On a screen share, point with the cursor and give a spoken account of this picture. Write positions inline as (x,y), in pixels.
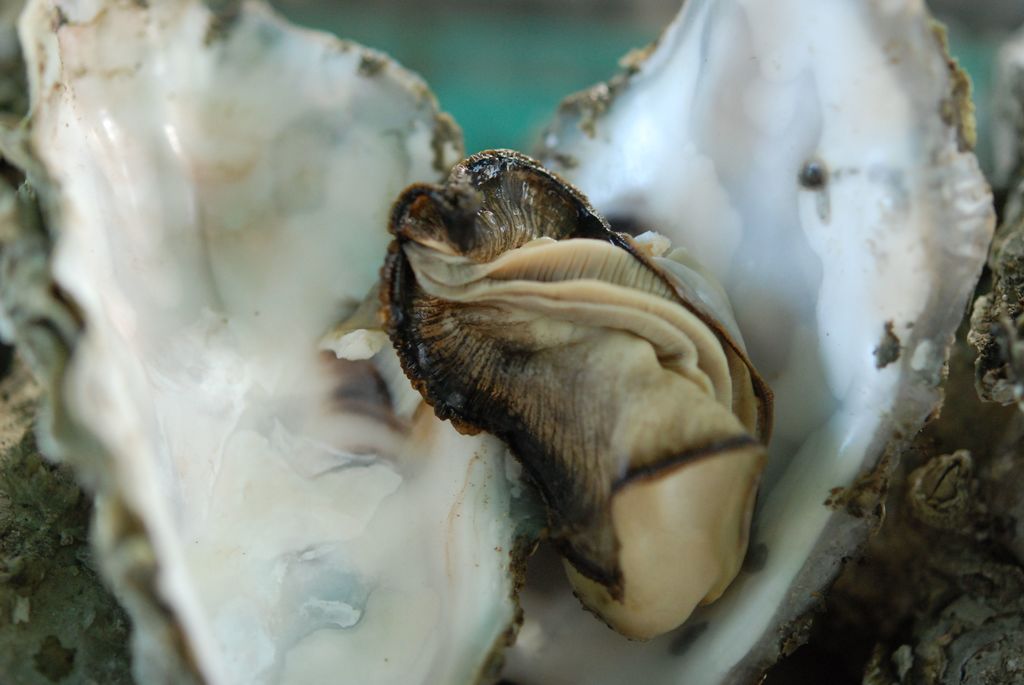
In this picture we can see a seashell animal (341,298).
